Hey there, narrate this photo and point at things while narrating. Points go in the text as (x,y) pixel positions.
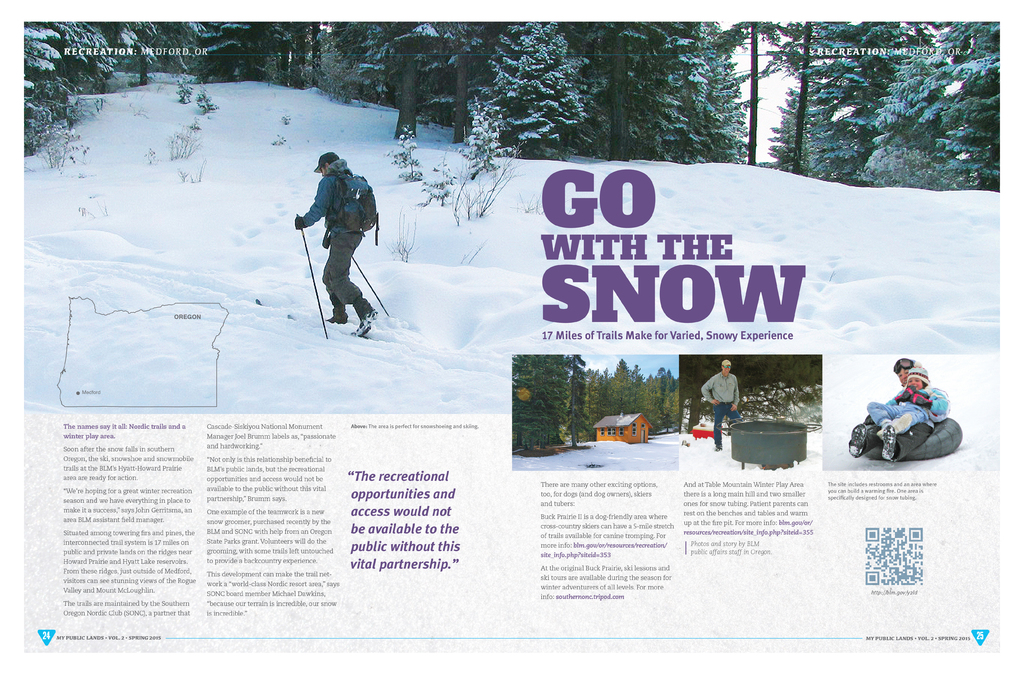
It is an edited image, there is a person (352,236) trekking on the snow (258,155) and below that picture there is an article (73,425) related to the snow (785,265).
